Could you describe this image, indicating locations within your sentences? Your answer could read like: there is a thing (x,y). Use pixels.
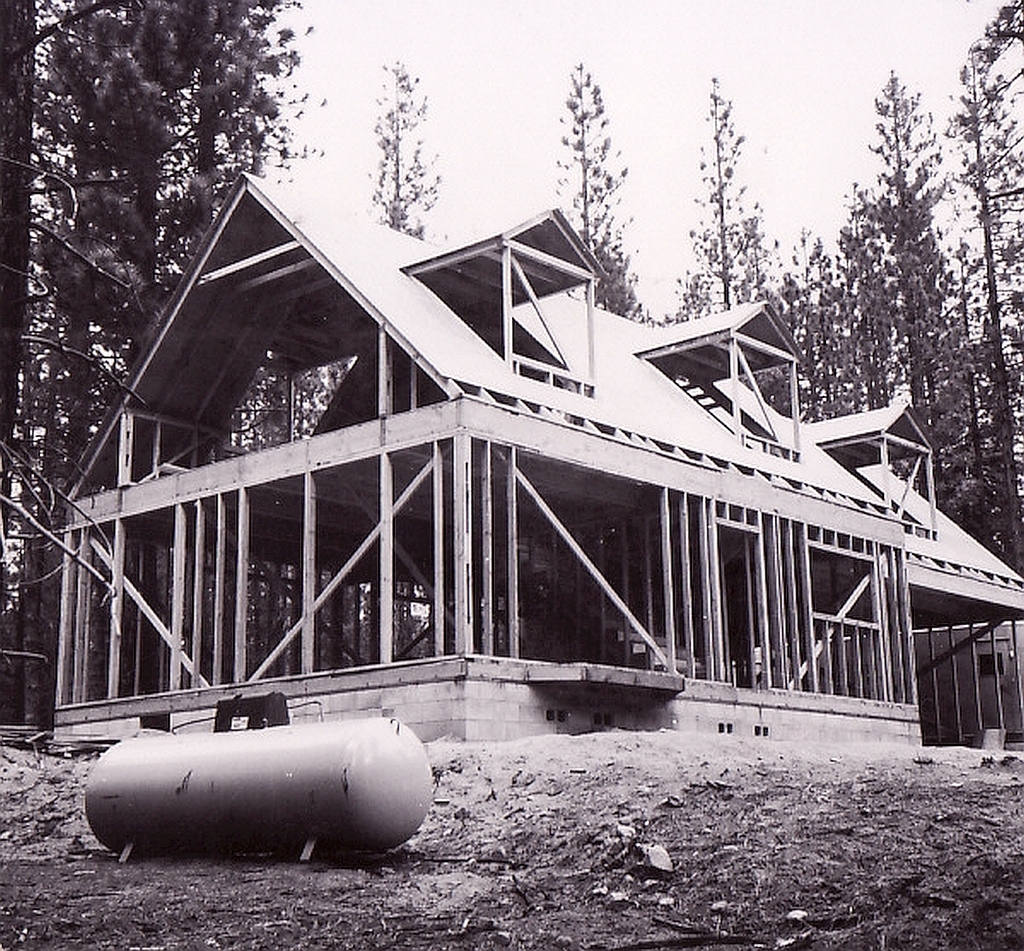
This image is taken outdoors. This image is a black and white image. At the top of the image (432,121) there is the sky (741,100). At the bottom of the image (580,895) there is a ground (530,863). In the background (84,85) there are a few trees (397,151) with leaves (715,243), stems (997,394) and branches (934,337). In the middle of the image (450,522) there is a wooden house (334,463) with many wooden sticks (346,571) and there is an object (258,741) on the ground (462,879).
